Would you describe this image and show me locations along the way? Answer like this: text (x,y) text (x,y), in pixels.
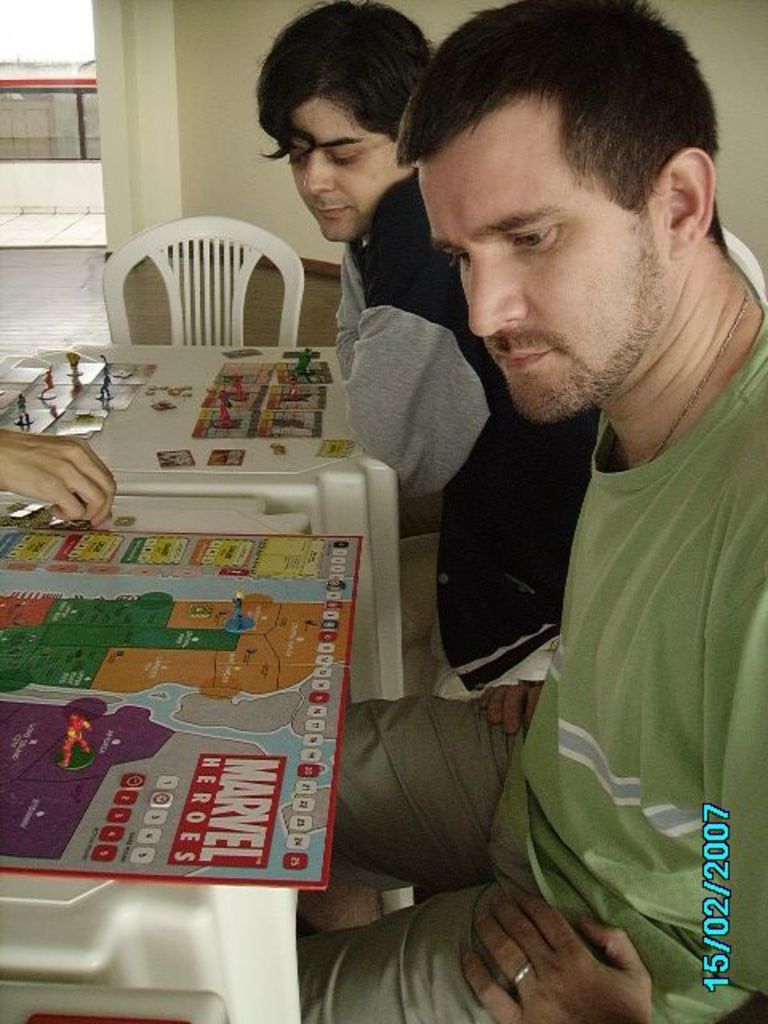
As we can see in the image there are two persons (526,403) sitting on chair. In front of the person (635,507) there is a table (244,494) and a board (193,612) here. Behind them there is a wall (180,103).
